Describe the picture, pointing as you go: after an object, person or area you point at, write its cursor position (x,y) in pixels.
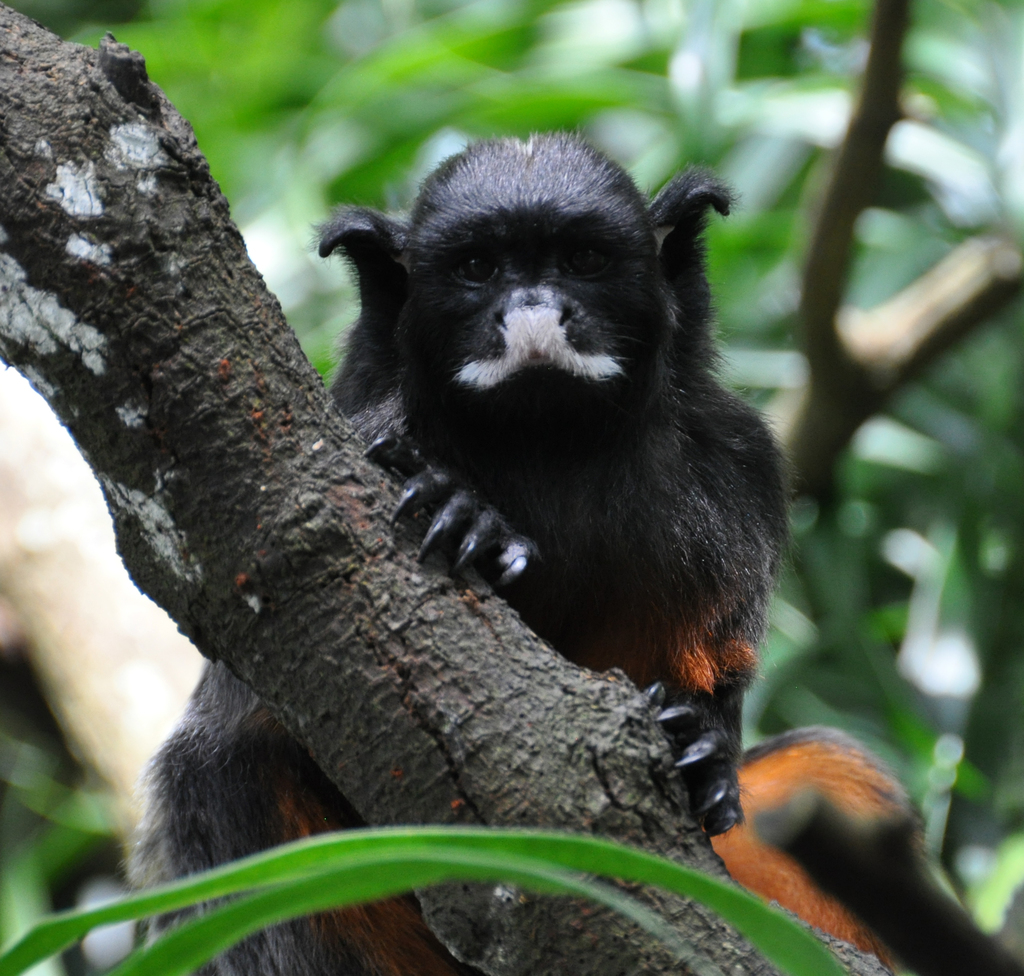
In this image we can see an animal (361,921) on the branch (437,576) of a tree (122,472). There is a blur background (48,562).
